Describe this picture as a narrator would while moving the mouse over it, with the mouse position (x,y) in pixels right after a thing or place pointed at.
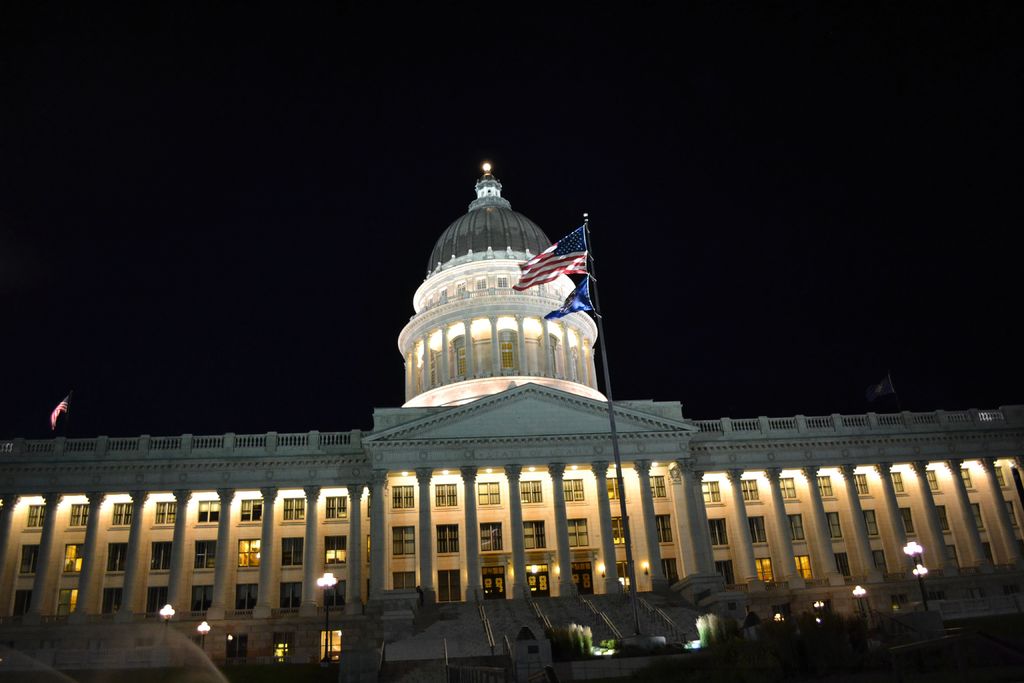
In the picture I can see a white color building (540,487) which has a flag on it. In front of the image I can see flags (576,249), pole lights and some other objects (588,672). In the background (216,255) I can see the sky (665,188).
